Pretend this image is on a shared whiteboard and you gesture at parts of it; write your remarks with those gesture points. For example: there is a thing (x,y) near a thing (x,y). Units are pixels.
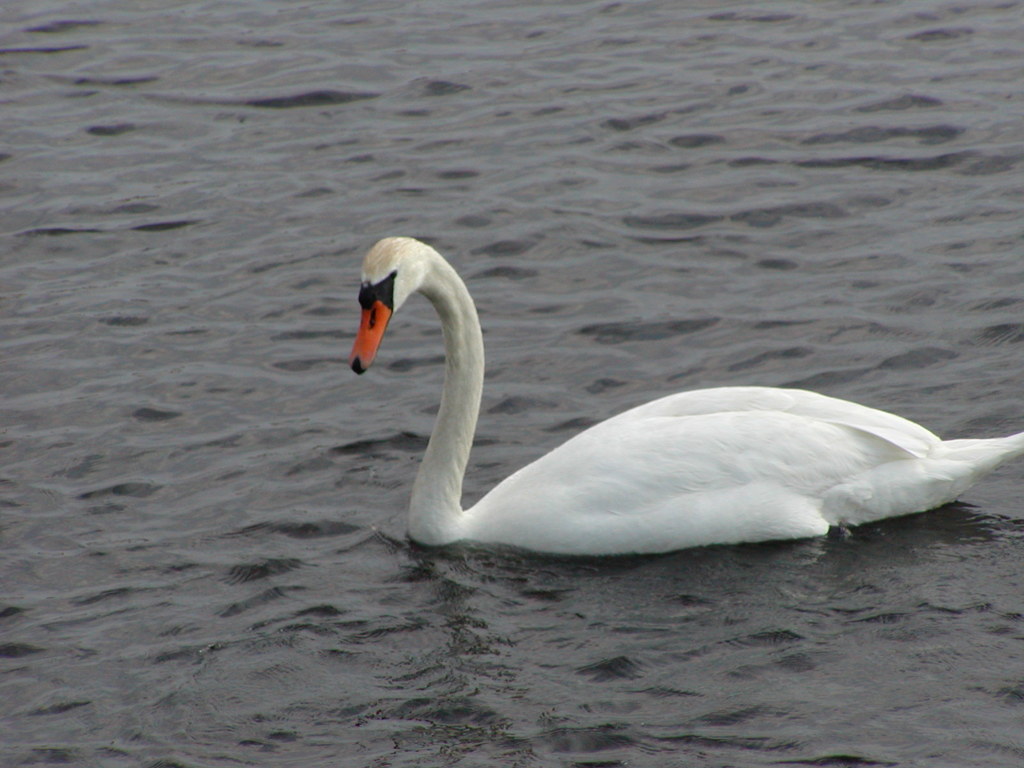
In the center of the image (680,509), we can see a swan (432,525) on the water (251,614).
